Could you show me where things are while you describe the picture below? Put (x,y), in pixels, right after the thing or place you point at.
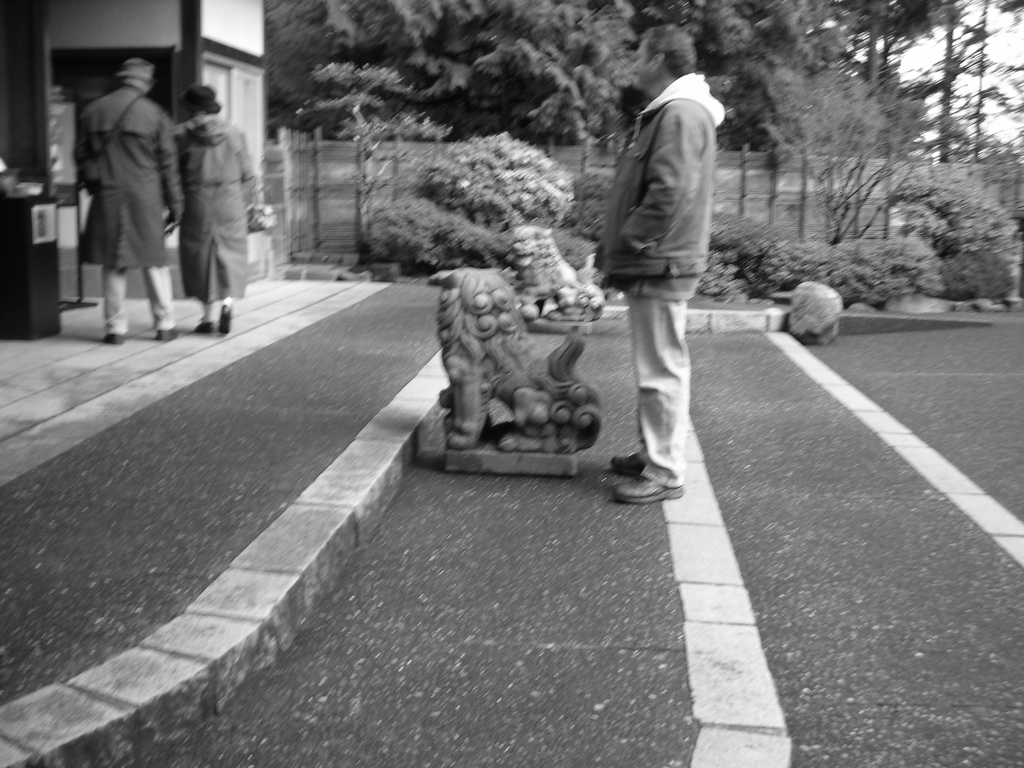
This picture is in black and white. In the center (359,505), there are stairs (536,575). On one of the stairs (428,627), there are two statues (511,377). Behind the statue (550,429), there is a man (655,426). Towards the top left (141,248), there are two people (239,249). In the background (596,243), there are plants (431,197), trees (526,118) and a wall (397,178).
